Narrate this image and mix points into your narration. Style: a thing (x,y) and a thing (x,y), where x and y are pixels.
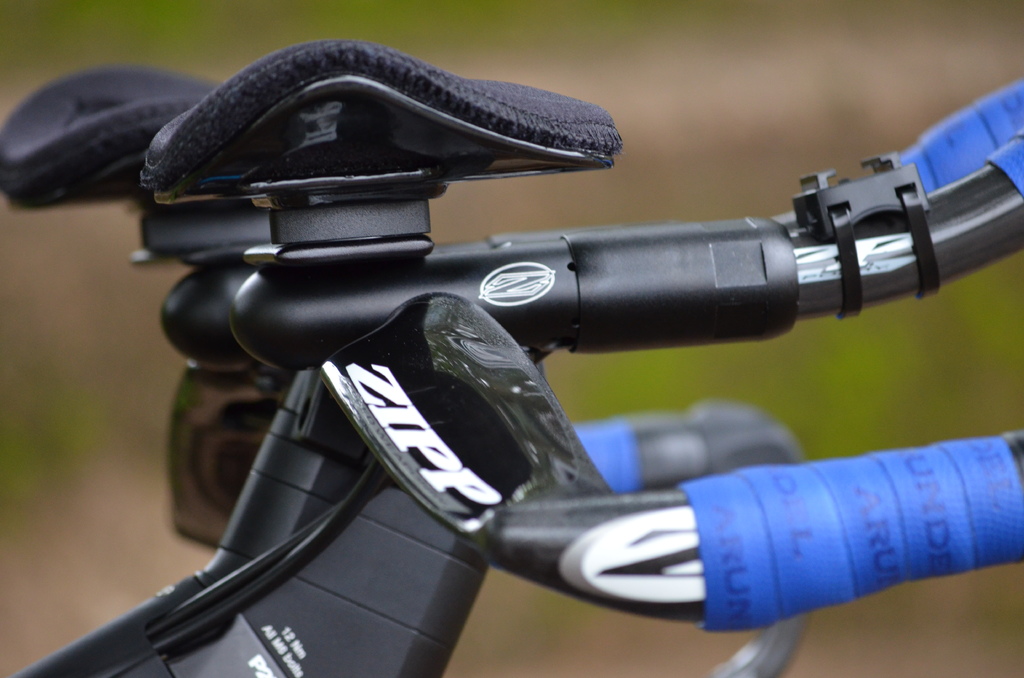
In this picture I can see the handle (546,286) of a bicycle (599,162), and there is blur background (796,135).
